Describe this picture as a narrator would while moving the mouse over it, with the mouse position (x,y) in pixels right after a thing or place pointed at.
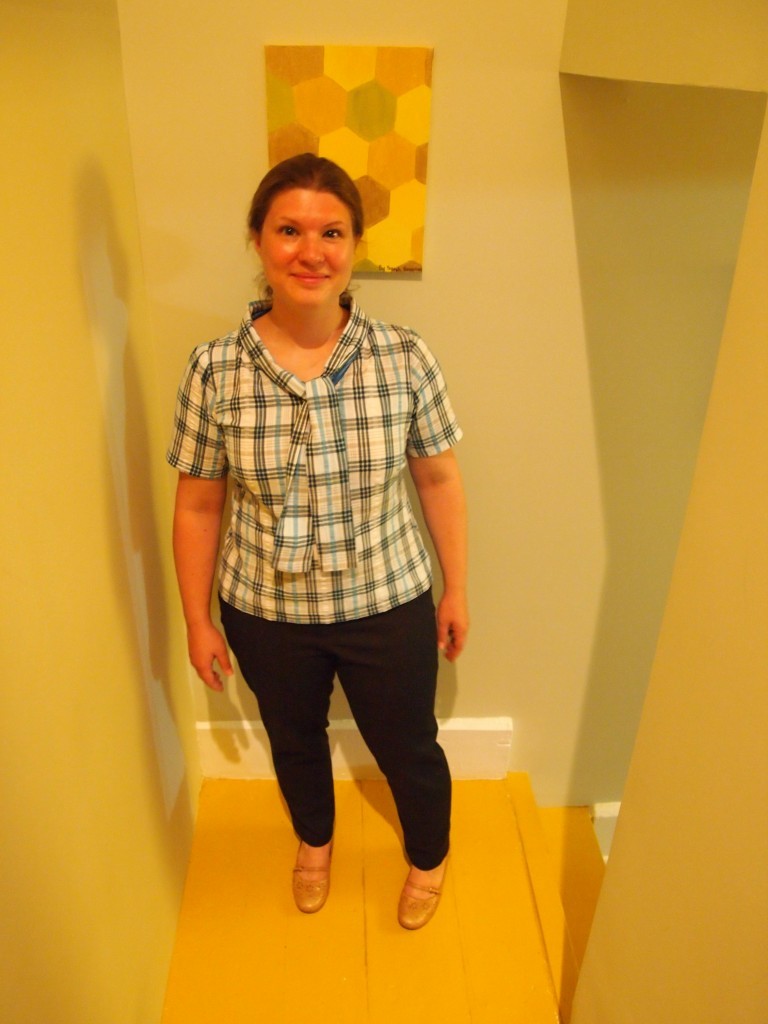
In the foreground (332,250) I can see a woman (390,757) on the floor (442,901). In the background (148,240) I can see a wall (215,263). This image is taken may be in a room (53,763).
